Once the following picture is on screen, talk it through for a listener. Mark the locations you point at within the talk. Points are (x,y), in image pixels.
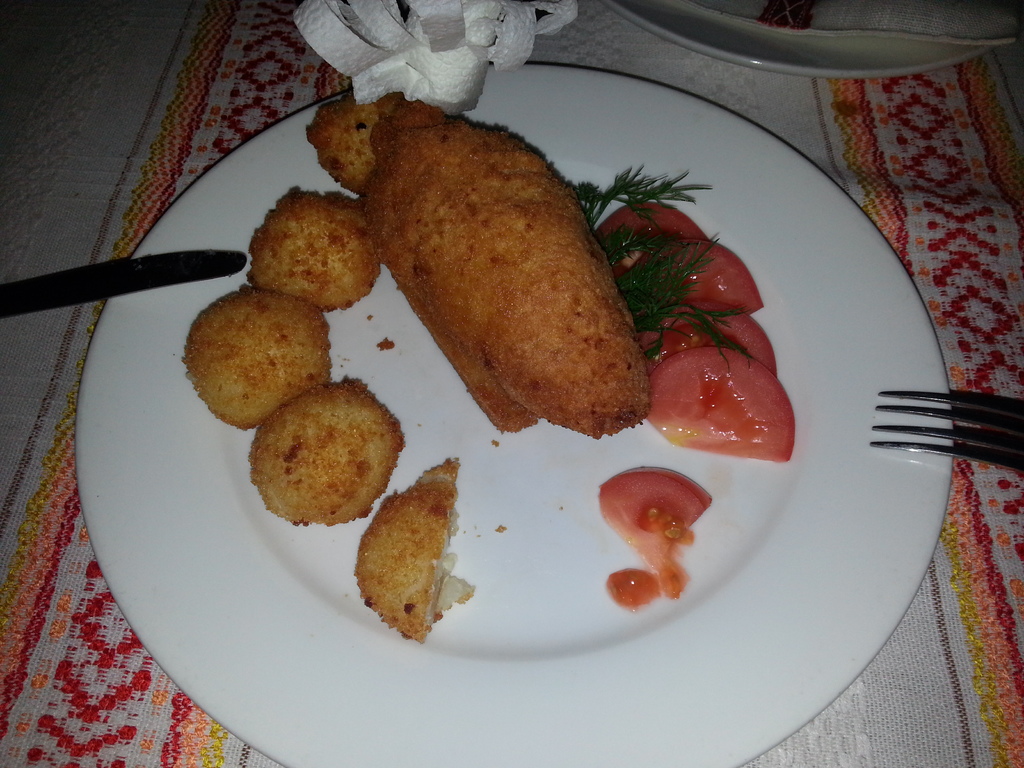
There is a white plate (298,653) on a towel (179,692). Near to the plate (844,641) there is a knife (125,266) and a fork (948,431). On the plate (809,336) there are food items (542,340) and pieces (707,386) of tomato (699,365) and some leaves (622,179).
